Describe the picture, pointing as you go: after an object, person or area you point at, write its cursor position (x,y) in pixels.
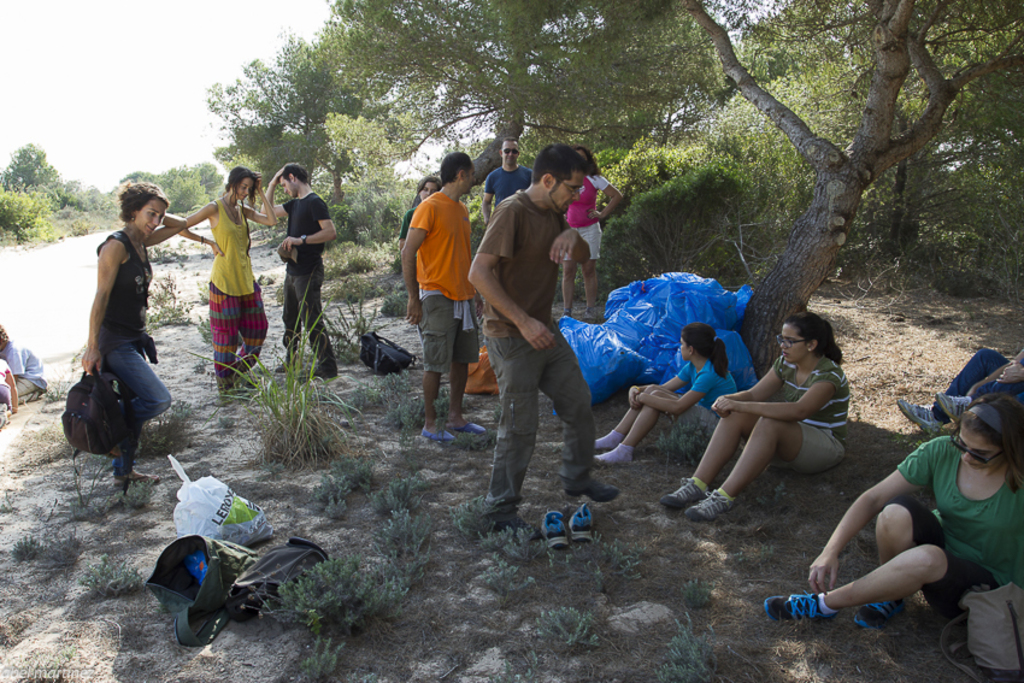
In this picture there are group of people (805,399) sitting and there are group of people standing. In the foreground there are bags (260,544) and there is a cover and footwear (868,617). At the back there are trees (387,151). At the top (231,74) there is sky (136,51). At the bottom (528,589) there is grass (696,589).
